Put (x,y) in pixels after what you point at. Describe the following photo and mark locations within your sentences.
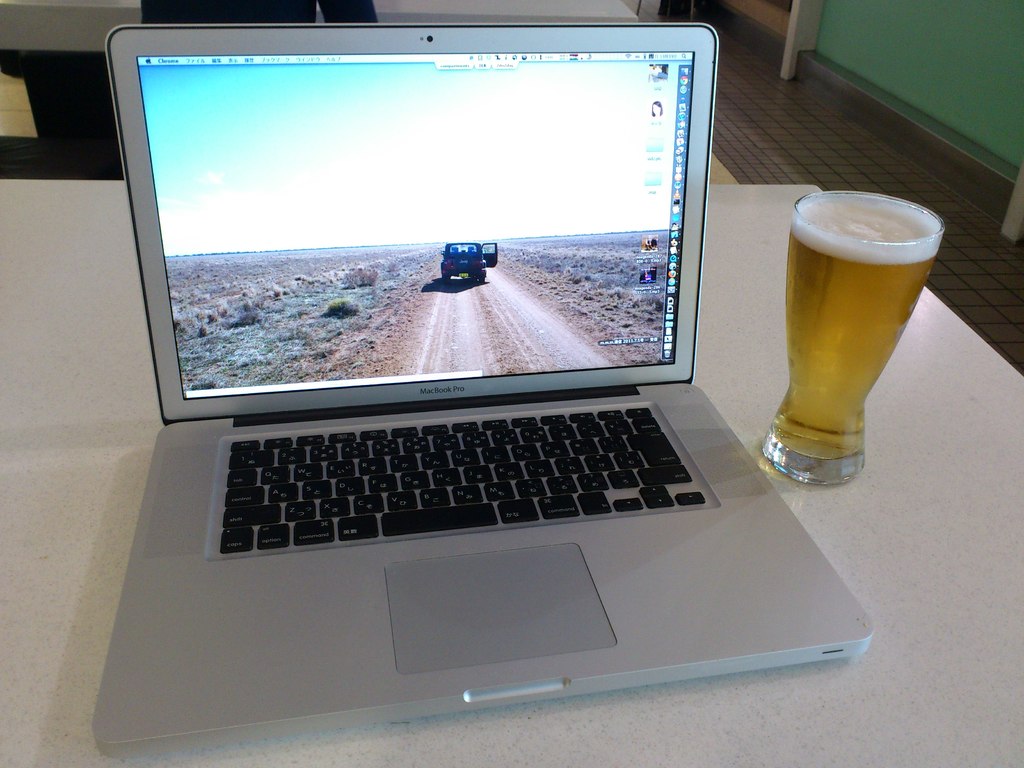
In this image I can see the white color table (889,627). On the table (83,626) I can see the laptop (342,363). To the side there is a beer glass (820,355). In the background (850,106) I can see the wall (892,38) and the floor (783,155).
